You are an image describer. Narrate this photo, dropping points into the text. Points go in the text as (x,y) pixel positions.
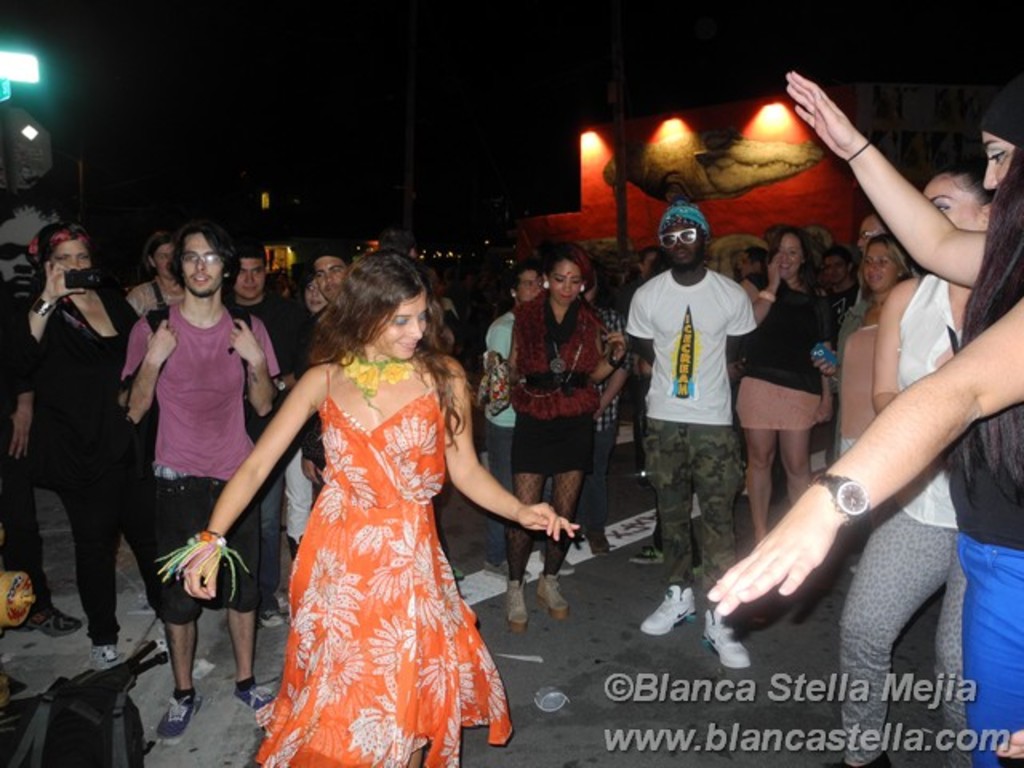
There is a lady (371,491) dancing. Near to her there are many people (167,290). A person (688,254) is wearing a goggles (687,230) and cap (685,215). On the right side (985,496) there is a lady (879,440) wearing watch (843,499). On the left side (80,353) there is a lady (87,315) holding camera (93,280). In the back (674,142) there are lights (588,156). Also there is a watermark (781,678) in the right bottom corner (799,690). In the left bottom corner (80,730) there is a bag (106,737). In the background (645,78) it is dark.
